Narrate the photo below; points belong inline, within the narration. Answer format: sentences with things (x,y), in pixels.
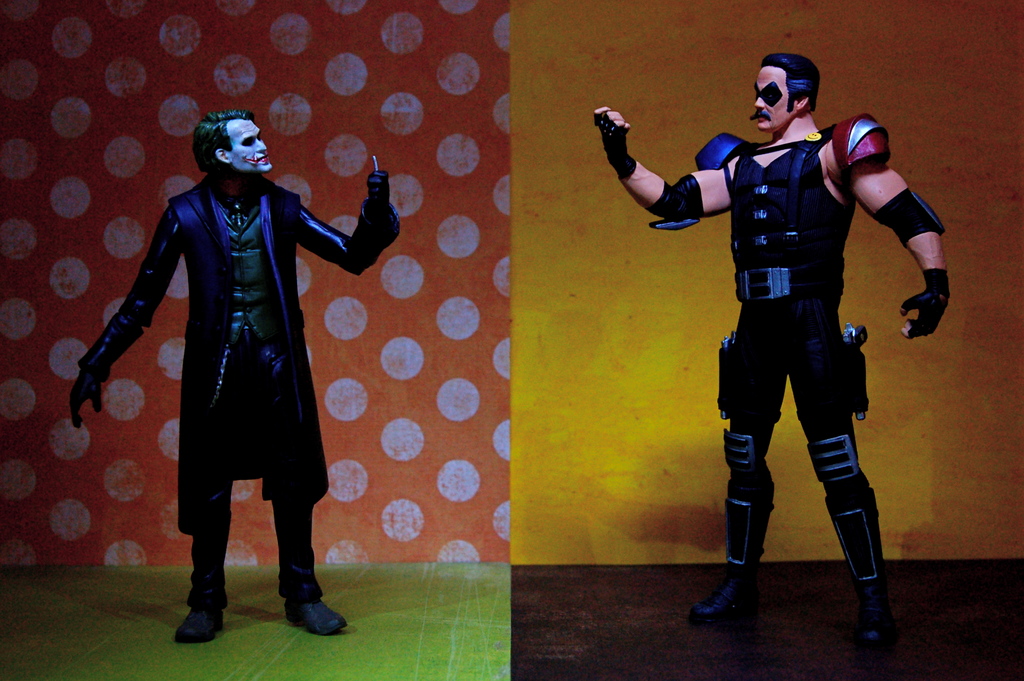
This is a collage picture and in this picture we can see two men (221,229) wore costumes (717,164) and standing on floors (96,594) and at the back of them we can see walls (408,157).
